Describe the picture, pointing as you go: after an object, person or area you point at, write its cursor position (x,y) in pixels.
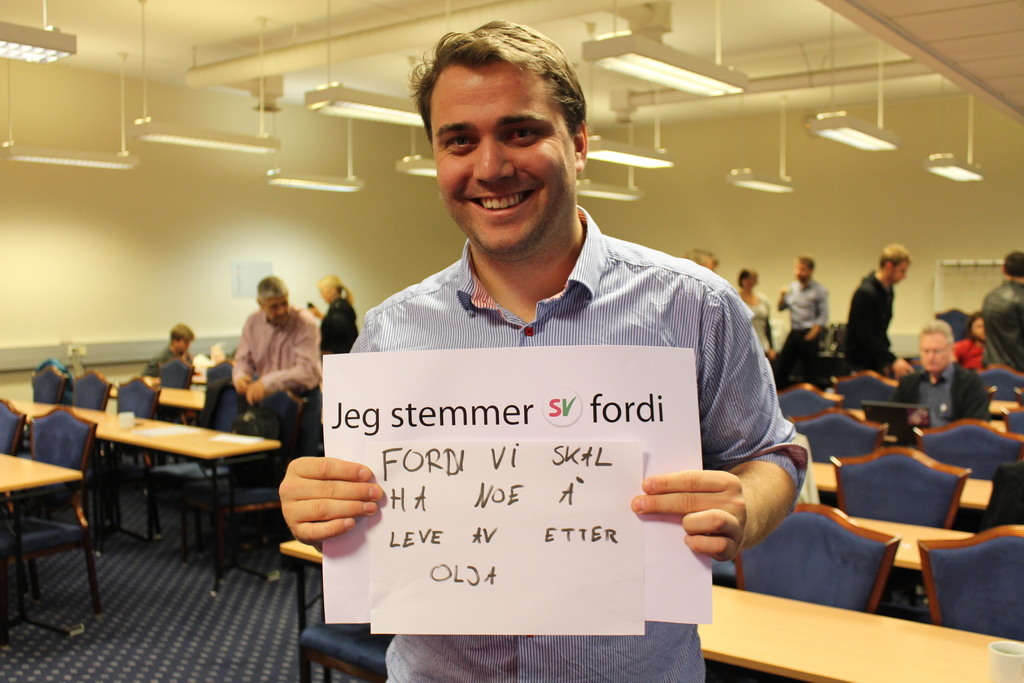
There is a man (505,247) standing. He's smiling, holding a paper (384,485) in his hands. In the background (156,419), there are some tables (119,435) and chairs (57,446) and some of them are standing here. We can observe a wall (783,211) and some lights (584,46) here.
